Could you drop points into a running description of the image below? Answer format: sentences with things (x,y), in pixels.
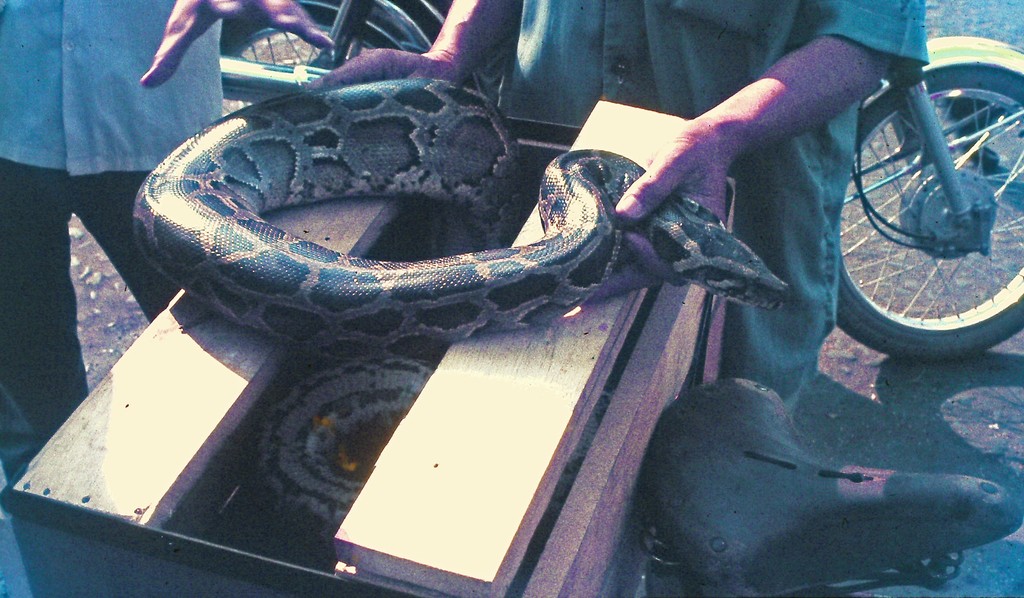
We can see a person (688,33) is holding a snake (360,176) in his hand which is on a wooden box (482,485) on a bicycle (735,534). In the background (91,43) we can see a person (122,74) and a bike (987,308) on the ground (995,351).
